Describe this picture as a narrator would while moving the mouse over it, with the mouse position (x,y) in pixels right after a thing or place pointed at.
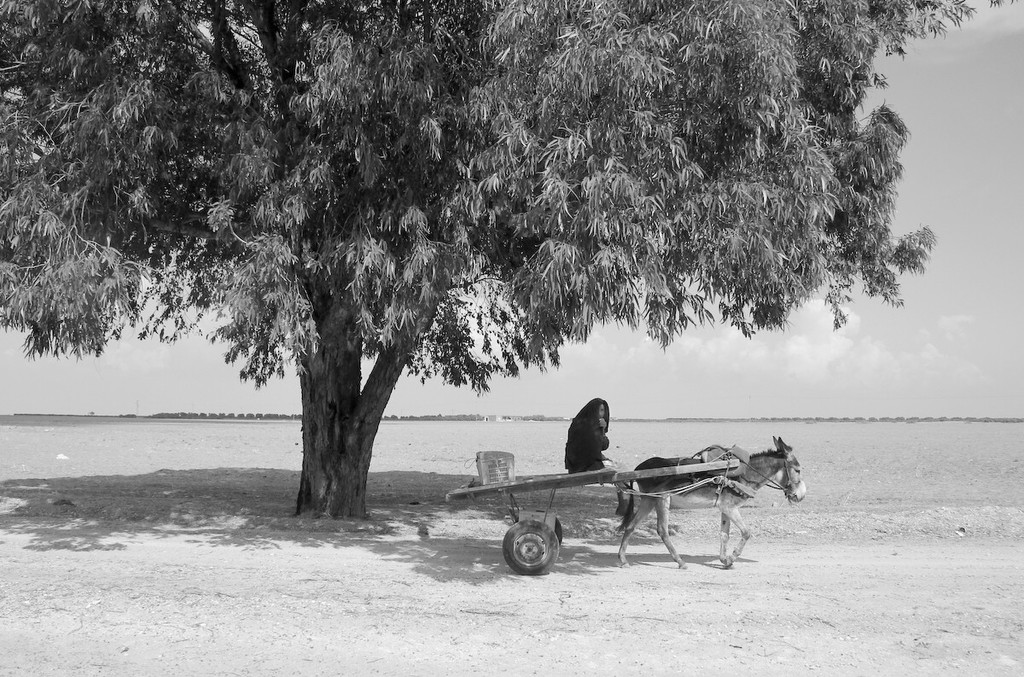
In the picture we can see a person (570,460) sitting on a cart (582,477) which is carrying by donkey (664,484), there is tree (526,61) and in the background of the picture (628,406) there are some trees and clear sky (867,375).
